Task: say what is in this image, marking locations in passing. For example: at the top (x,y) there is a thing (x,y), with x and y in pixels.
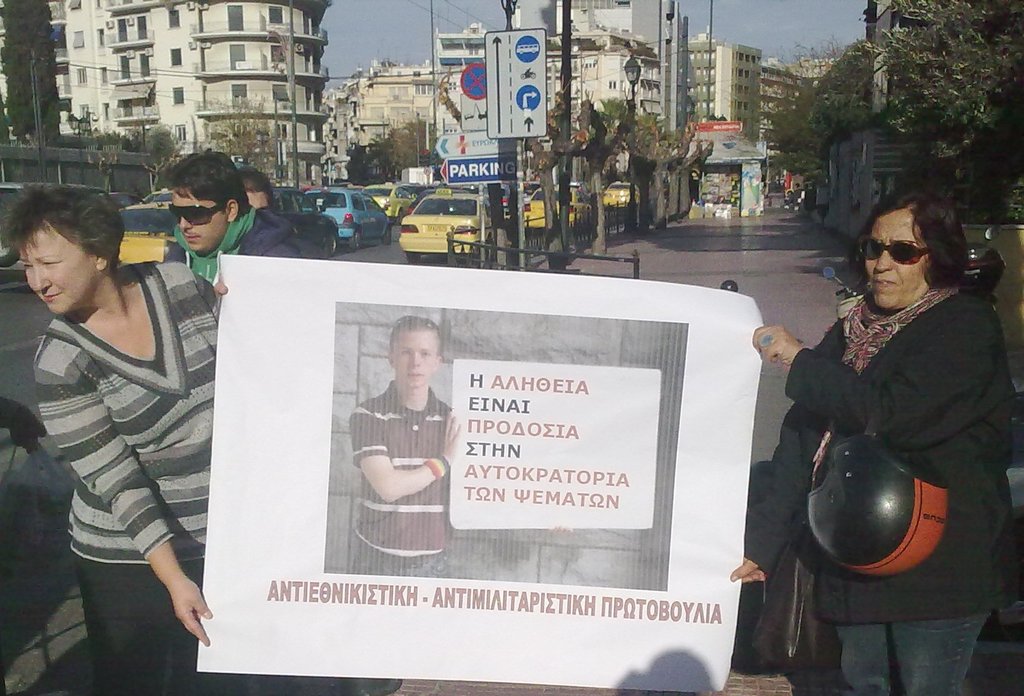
In this image we can see a few people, among them two people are holding a poster (554,562) with some text (550,497) and image (508,557), there are some trees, buildings (645,82), vehicles (338,206), poles (662,79), sign boards (478,76) and fence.
